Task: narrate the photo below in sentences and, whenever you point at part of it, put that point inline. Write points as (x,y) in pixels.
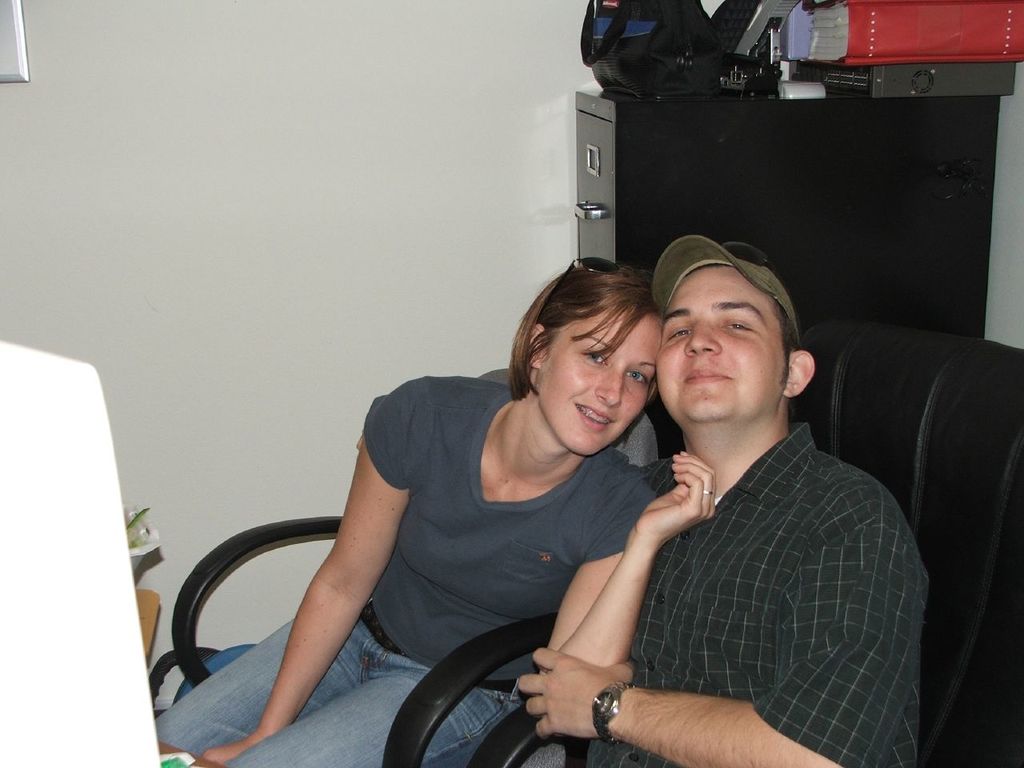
In the image we can see there are two people (630,535) sitting on the chair (298,530) and there is a filing cabinet (940,146) at the back (678,72) on which there are books (815,32) and bags (692,63) are kept. Behind there is a wall (270,247) which is white colour.
